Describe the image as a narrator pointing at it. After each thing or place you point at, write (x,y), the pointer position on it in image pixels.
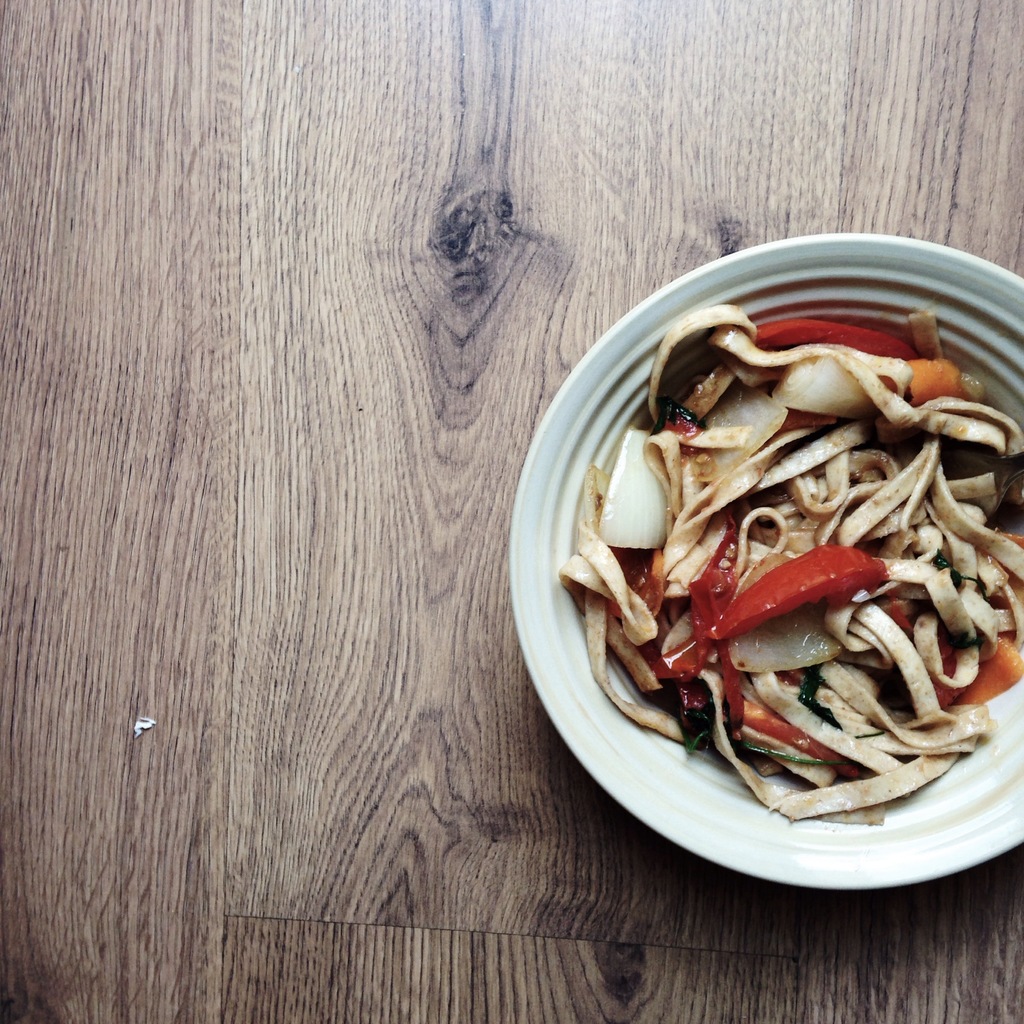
In this image, we can see a table (394,508). On the right side of the table (746,988), we can see a bowl (1005,803) with some food (992,602).
